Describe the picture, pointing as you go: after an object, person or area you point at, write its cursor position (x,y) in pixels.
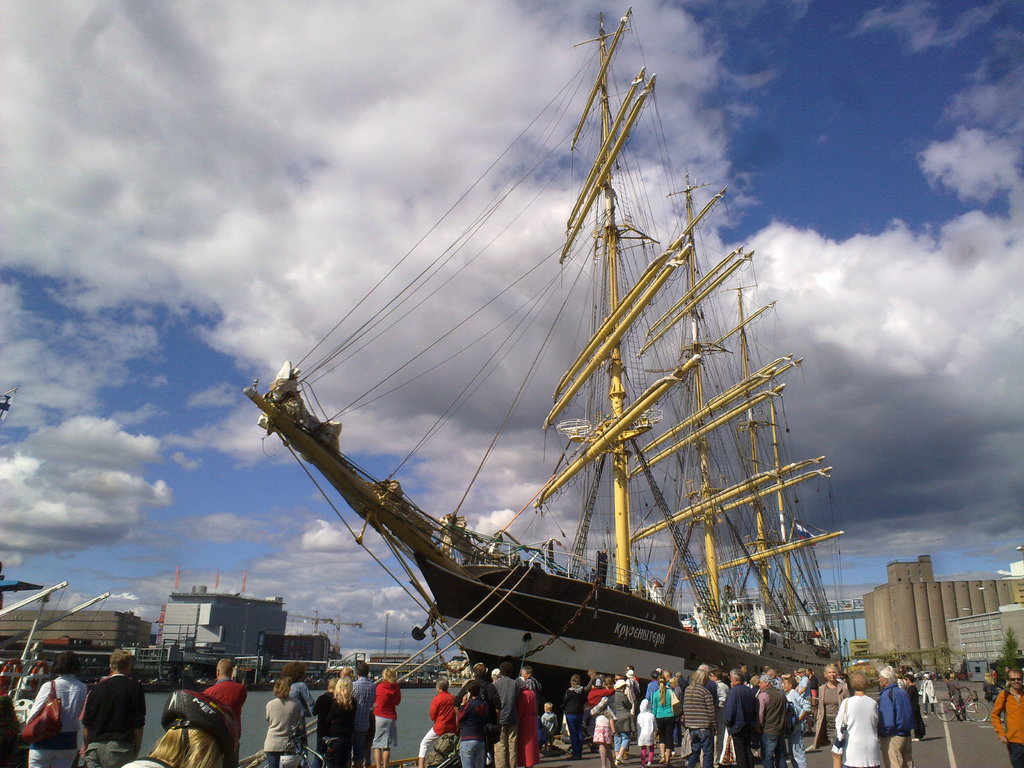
As we can see in the image there are few people (630,735) here and there, boat (285,429), buildings (198,611) and water (421,724). On the top (408,145) there is sky (326,163) and clouds (86,225).
